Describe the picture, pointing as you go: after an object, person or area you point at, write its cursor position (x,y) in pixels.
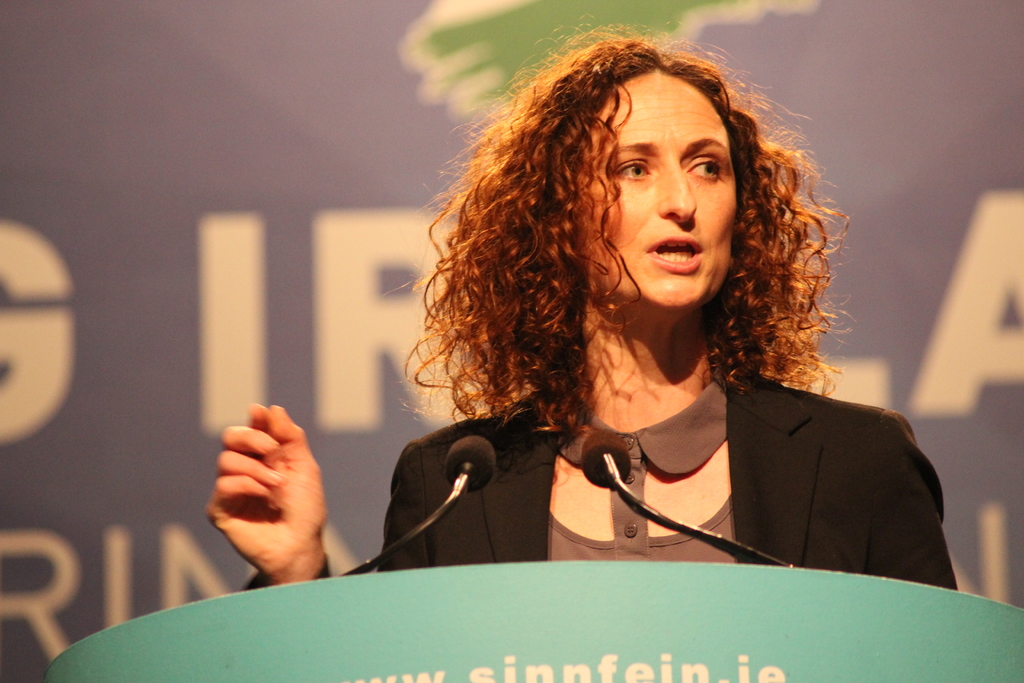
In the picture we can see a woman (580,536) standing near the microphone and giving a speech and she is wearing a blazer (845,540) and she is with a curly hair (487,395) and in the background (19,75) we can see a wall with some banner (227,3) to it.
